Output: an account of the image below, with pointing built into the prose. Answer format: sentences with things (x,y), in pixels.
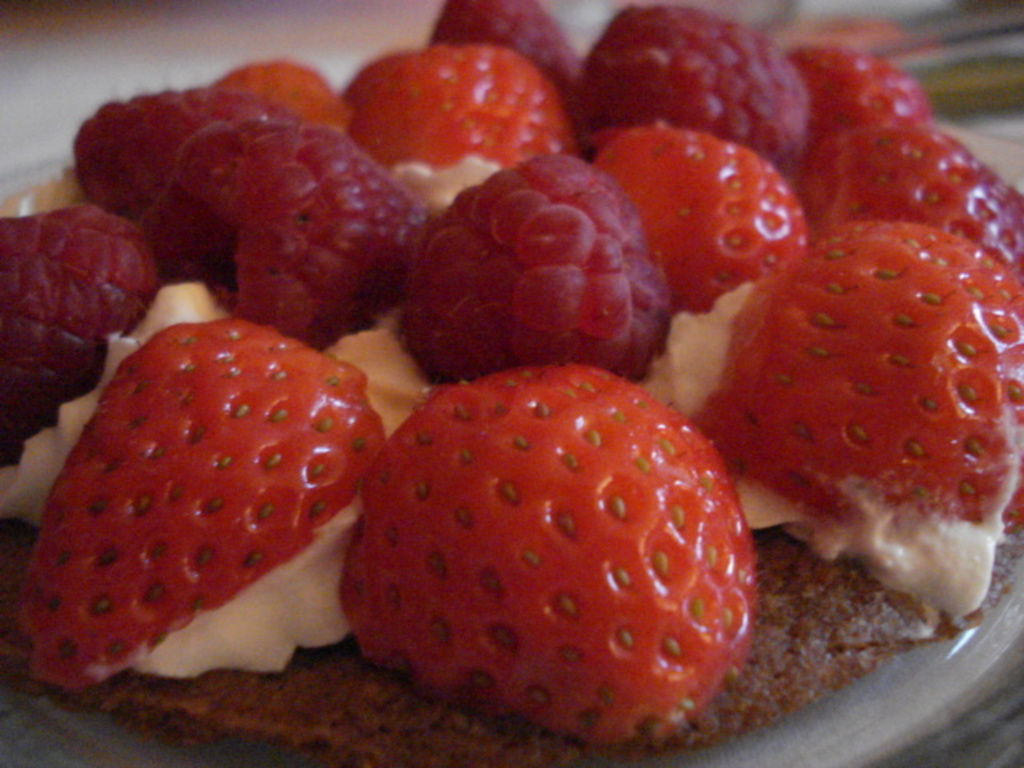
In this picture we can see strawberries (636,197).
